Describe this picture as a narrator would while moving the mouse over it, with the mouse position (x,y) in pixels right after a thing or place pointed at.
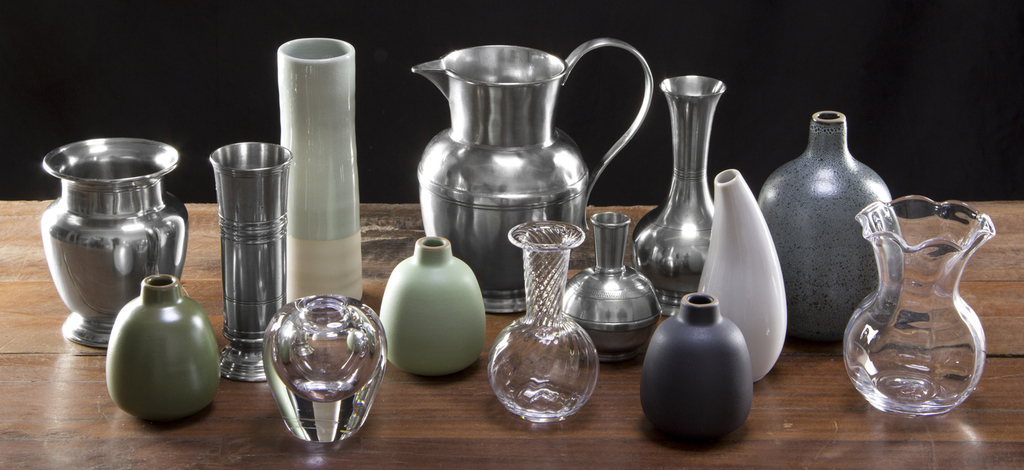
In this image there is a table (439,449) with a few jars (98,251), a jug (498,168), a pot (164,268) and a few things (296,266) on it.
